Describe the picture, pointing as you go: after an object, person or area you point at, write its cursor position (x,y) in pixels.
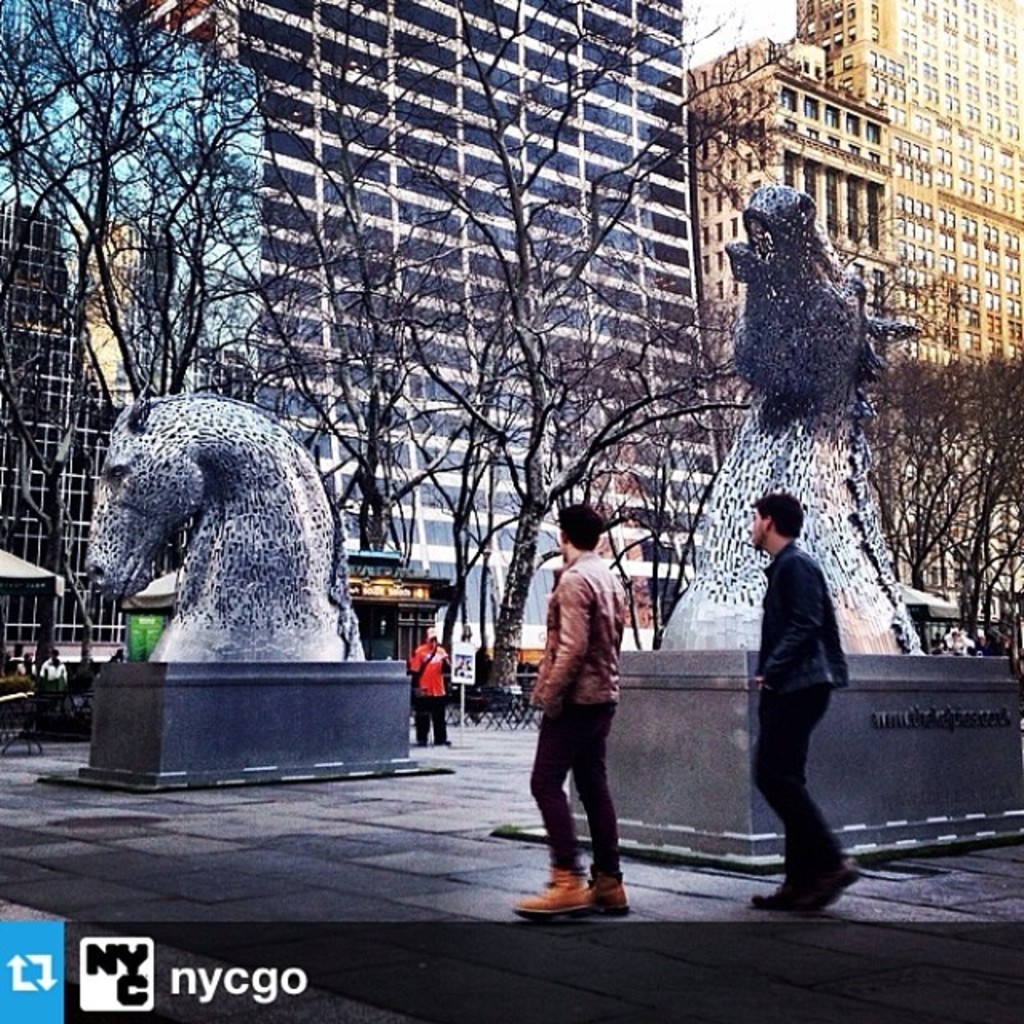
In this image I can see a logo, group of people (595,688) on the road (658,903), trees (689,517) and statues (737,546) of two horses (737,546). In the background (647,571) I can see buildings (654,509), windows (662,278) and the sky (791,27). This image is taken may be during a day.
